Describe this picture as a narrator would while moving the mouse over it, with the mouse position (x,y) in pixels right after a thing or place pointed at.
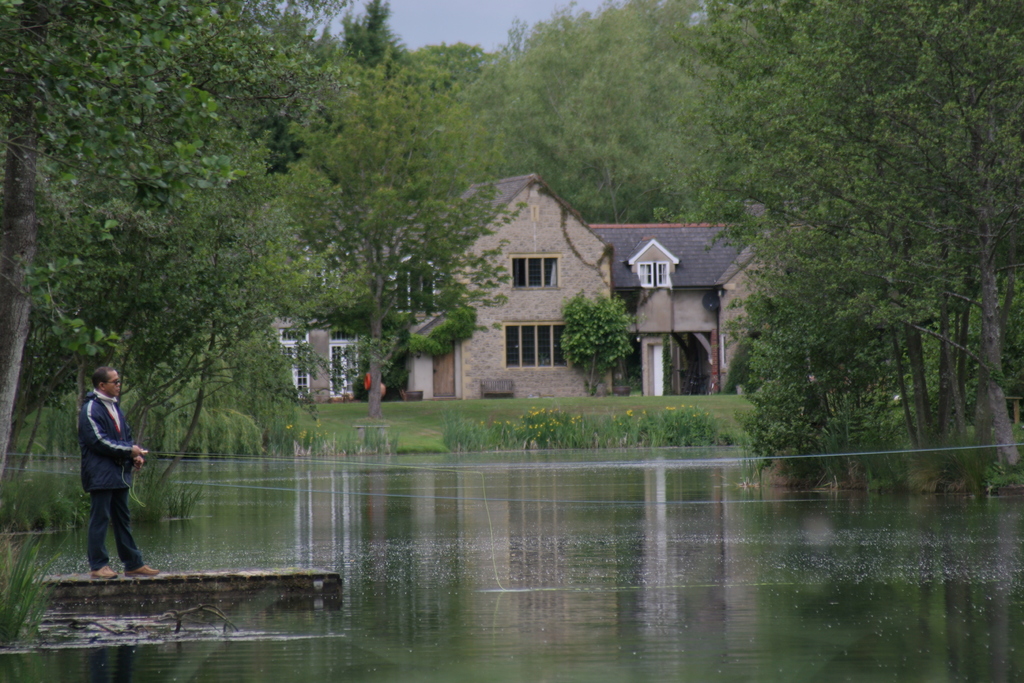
In the image there is a man (96,489) standing on a surface (200,584) and he is fishing, around him there are a lot of trees (401,256) and behind the man (112,512) there is a beautiful house (634,325) in front of the grass (512,398) and behind the house (551,373) also there are many trees (568,98).
